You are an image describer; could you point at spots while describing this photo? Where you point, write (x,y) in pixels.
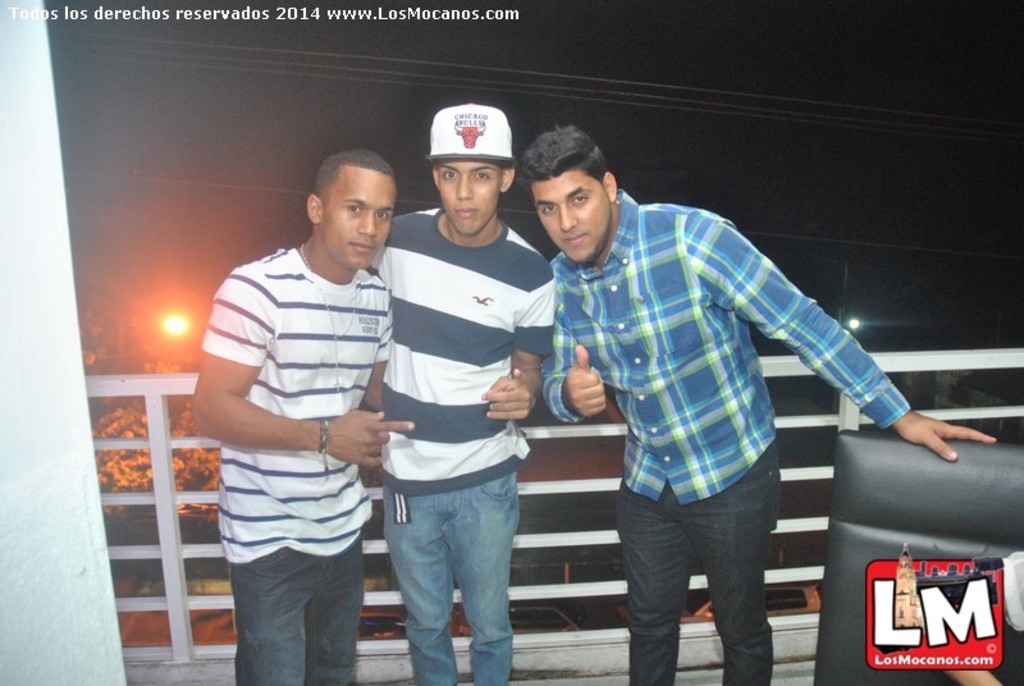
In this image we can see three persons (786,326) standing on the floor (699,682), there is a black color object (910,521) looks like a chair (880,521) beside the person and on the left side (54,447) there is a wall (50,394) and in the background (175,476) there is an iron railing (169,502), tree (134,410), lights (178,327), wires (533,91) and cars (520,606) on the road (197,625).
